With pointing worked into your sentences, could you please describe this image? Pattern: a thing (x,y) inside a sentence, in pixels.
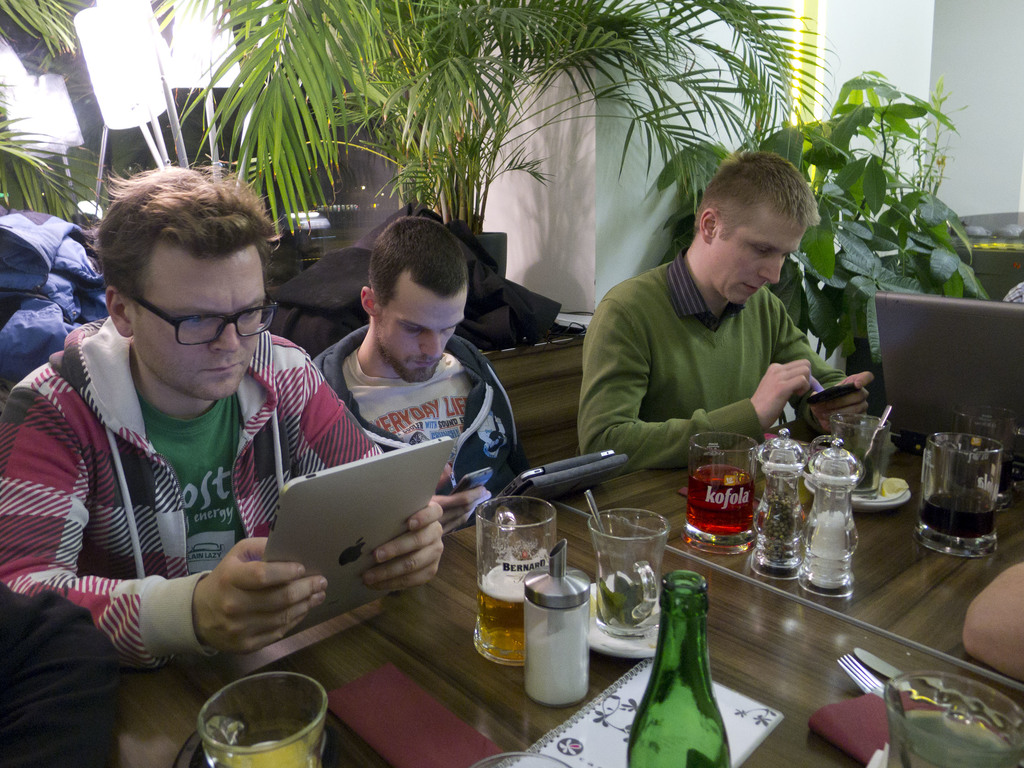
It seems to be the image is inside the restaurant (544,382). There are three people (695,397) in the image who are sitting on chairs (554,391) and holding their tablets (334,514) and mobiles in front of a table (377,618). On table (377,634) we can see glasses (501,605), menu card (585,710), fork (861,682), knife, spoon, plate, juice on right side (846,304) there is a plant (825,334) with green leaves (857,288). In middle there are some trees (403,36), lights (123,69), jackets (50,237) and a wall (583,248) which is in white color.
